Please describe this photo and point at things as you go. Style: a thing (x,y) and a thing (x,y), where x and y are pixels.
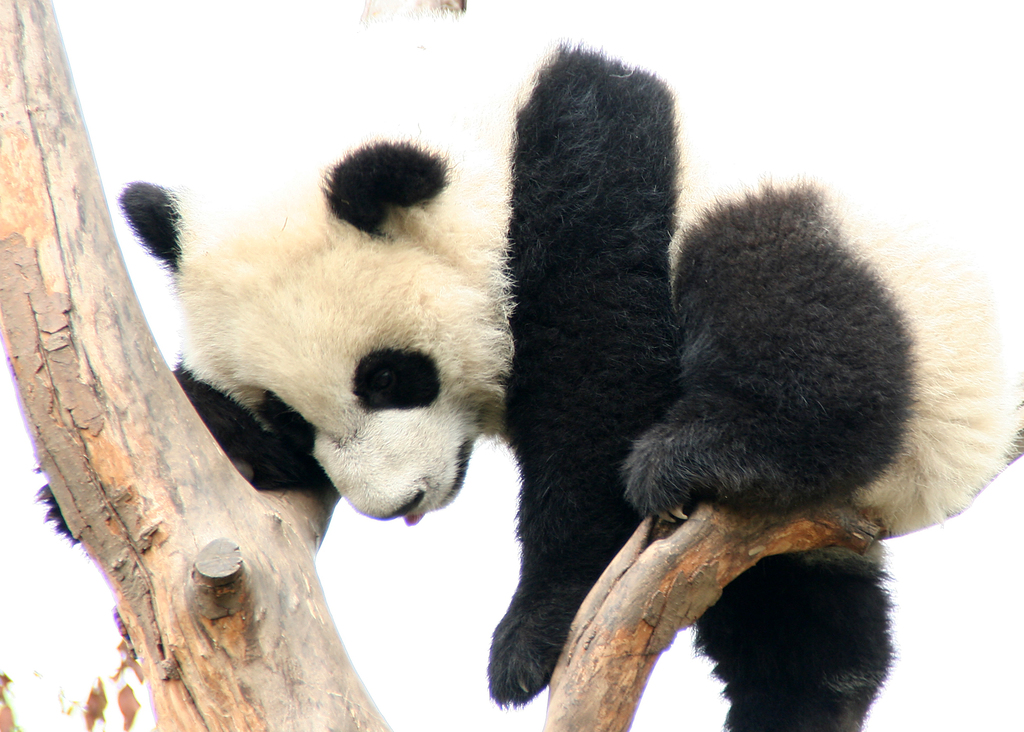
In this image I can see a panda (536,317) which is in white and black color. It is on the branch (232,548). Background (397,692) is in white color.
